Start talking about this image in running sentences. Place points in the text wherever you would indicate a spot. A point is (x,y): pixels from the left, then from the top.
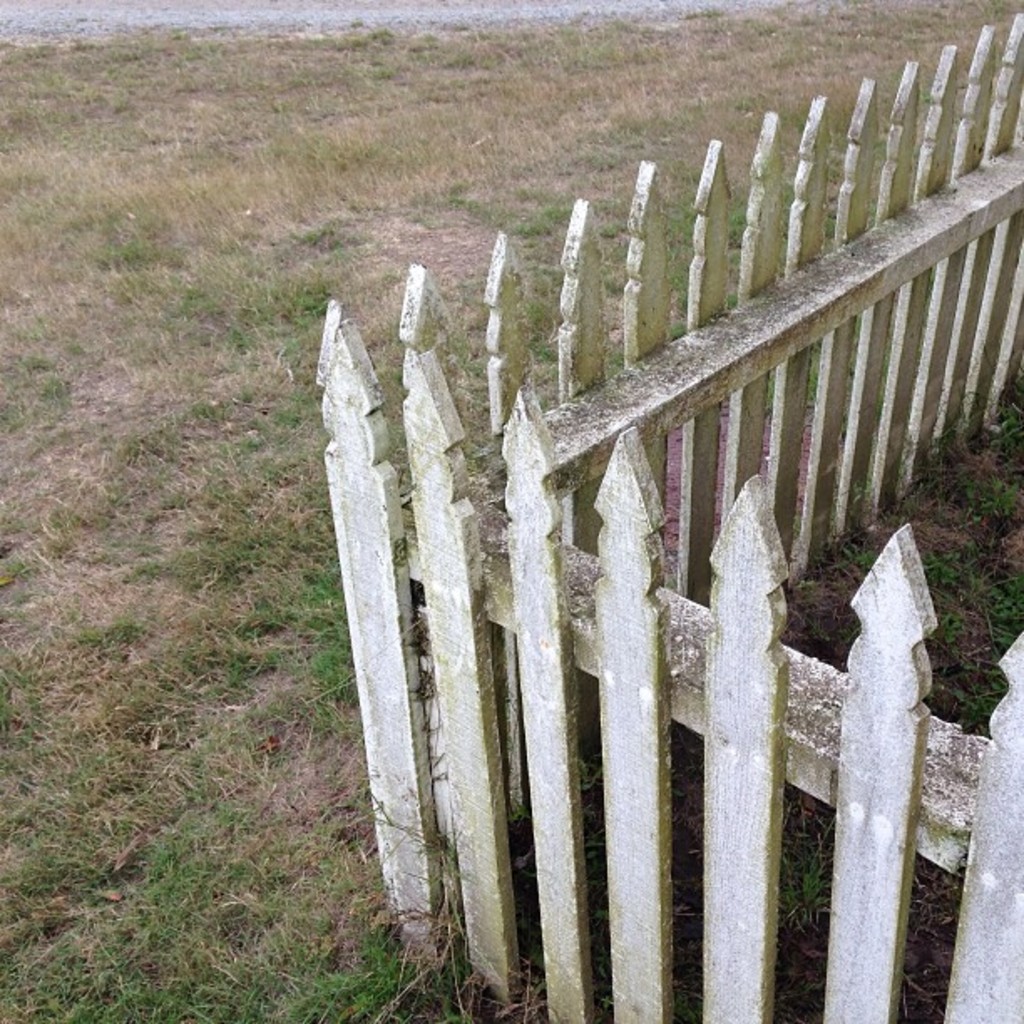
In this picture, we can see the ground (611,359) with grass (611,234), and we can see fencing (643,331).
